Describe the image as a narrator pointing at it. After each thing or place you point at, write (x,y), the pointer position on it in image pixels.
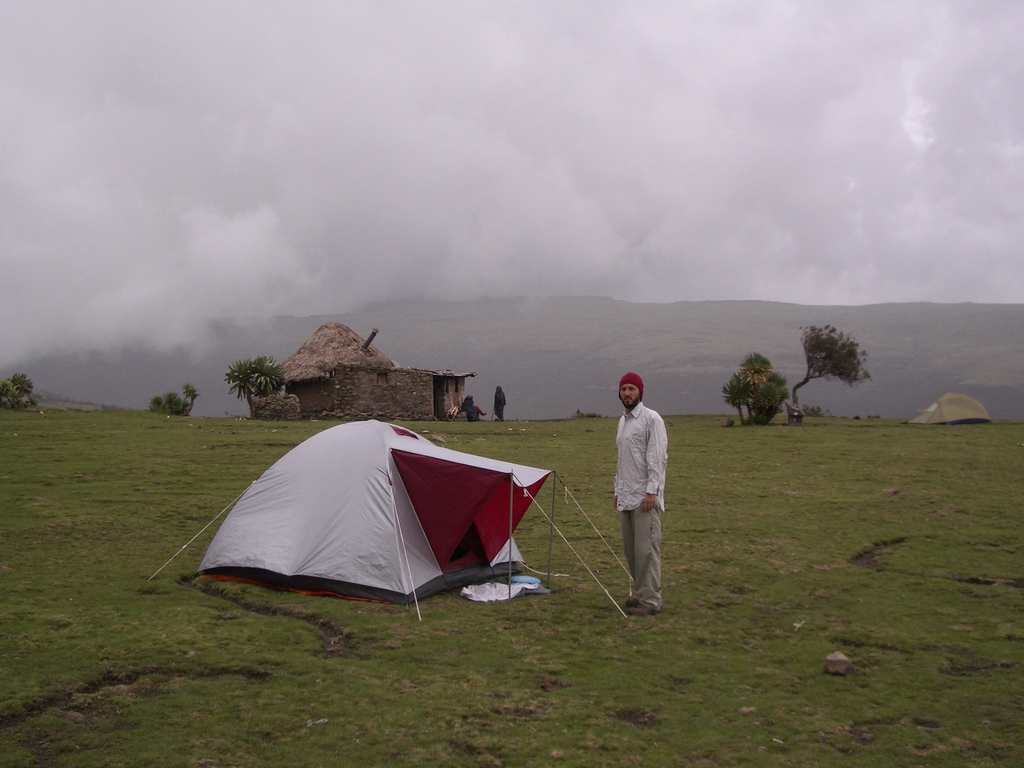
In the center of the image (627,432) we can see a person (626,448) is standing and also a tent (334,472), hut (322,372), trees (251,372) are there. At the bottom of the image (810,663) grass (790,697) is present. In the middle of the image (516,362) hills (678,336) are there. At the top of the image (596,129) clouds (594,140) are present in the sky (120,144).
